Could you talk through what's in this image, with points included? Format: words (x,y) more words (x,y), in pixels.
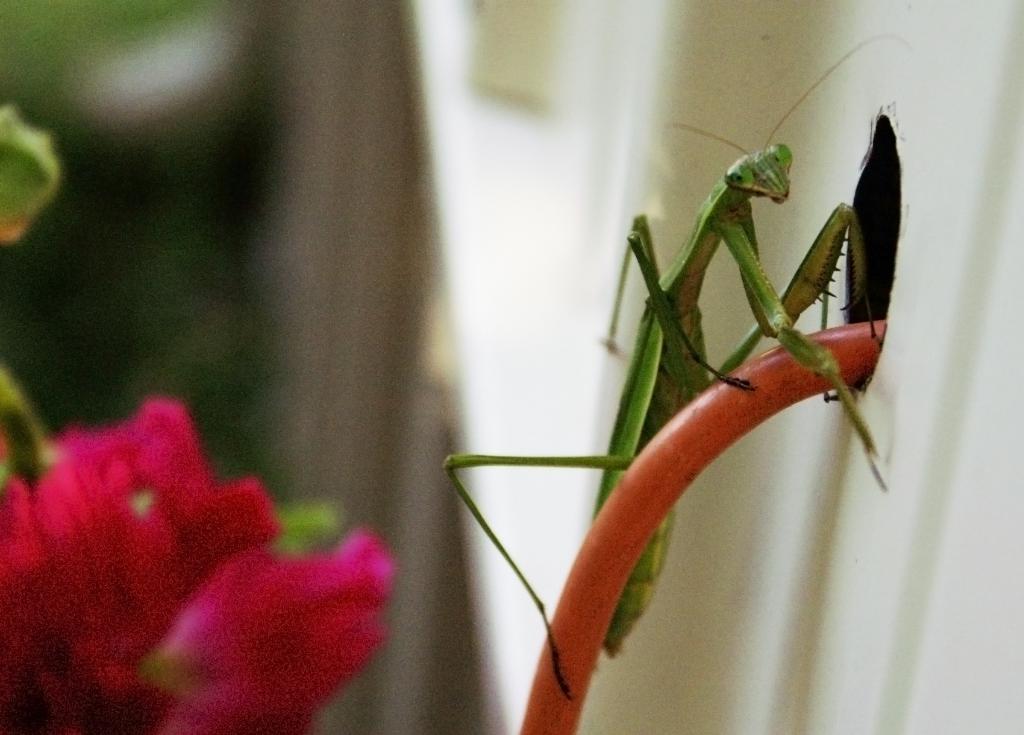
In this image I can see a mantis (679,324) which is green in color on a red colored wire (780,379) and I can see a flower (233,517) which is red in color and a white colored object (775,512) and I can see the blurry background (220,279).
